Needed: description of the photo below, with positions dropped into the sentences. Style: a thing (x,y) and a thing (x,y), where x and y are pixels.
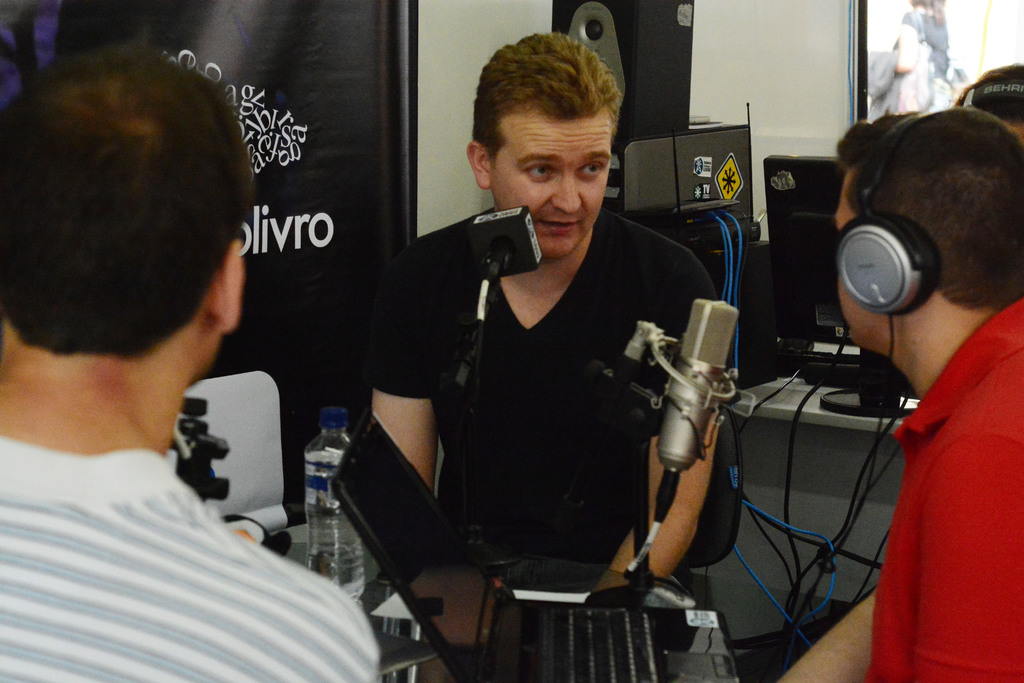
On the right side of the picture (859,199) there are two men (972,630) wearing headphones (881,234). On the left (120,548) there is a person (165,621). In the center of the picture (662,265) there are mics (496,230), a person (581,362), laptop (448,550), water bottle (336,512) and other objects (245,488). In the background (705,117) there are electronic gadgets (696,167), cables (741,225), wall (449,99) and a banner (272,155). In the background (929,48) there is a person (924,25).
